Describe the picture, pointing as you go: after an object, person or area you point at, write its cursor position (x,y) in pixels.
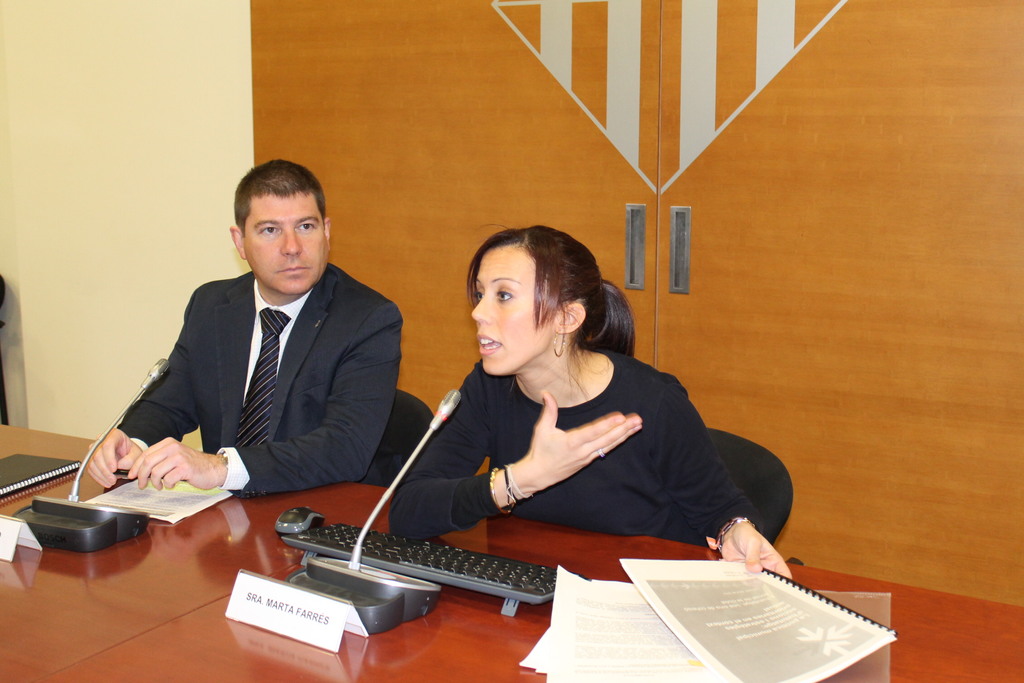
In this image I can see two people (333,440) are sitting on chairs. I can see he is wearing formal dress (265,396) and she is wearing black dress (470,487). Here on these tables (160,595) I can see few white colour papers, few nameplates (278,583), few mics (147,379) and I can see she is holding a book (790,604). I can also see a keyboard (325,543) and a mouse (311,522) over here.
